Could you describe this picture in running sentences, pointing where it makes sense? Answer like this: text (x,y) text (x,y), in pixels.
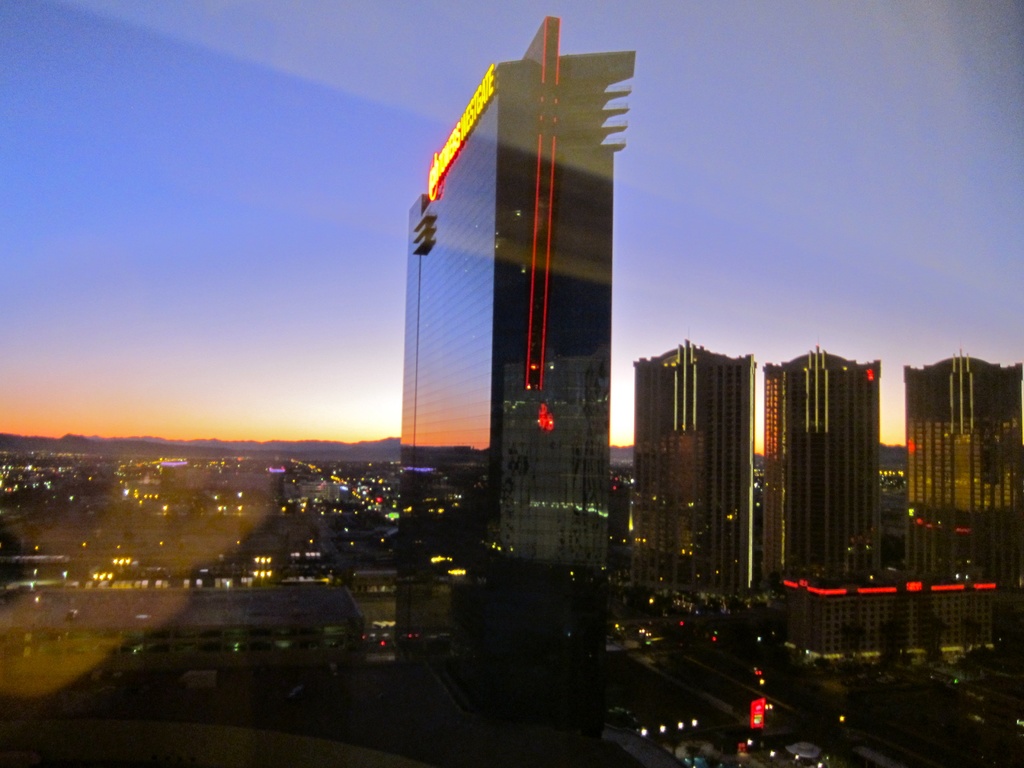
In this image there is a big street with so many buildings (489,701).
